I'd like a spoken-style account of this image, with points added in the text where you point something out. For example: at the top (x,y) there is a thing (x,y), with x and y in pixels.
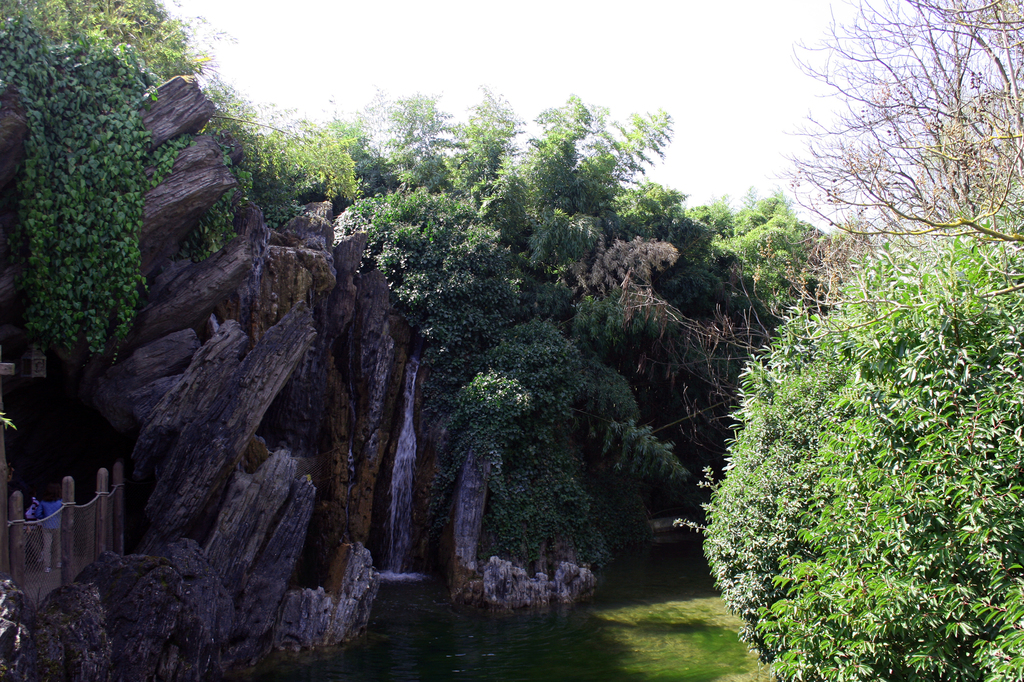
This image consists of trees (565,298) in the middle (438,417). There is water (407,645) at the bottom (407,645). There is a bridge (103,501) on the left side (63,534). There is a person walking across the bridge (117,531). There is sky (497,91) at the top (818,87).
